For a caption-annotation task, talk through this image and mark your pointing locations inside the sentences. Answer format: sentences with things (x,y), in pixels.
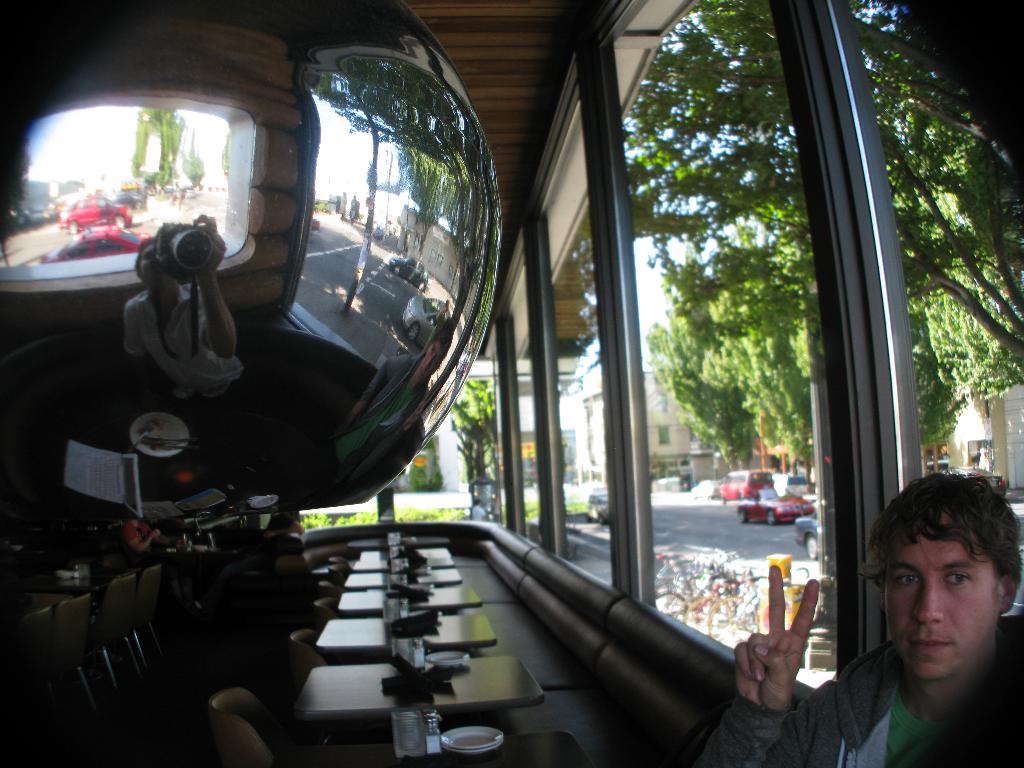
This image is clicked inside a room (347,630). There are tables (330,681), chairs (236,710) and couches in the room (127,610). On the tables (358,682) there are plates (472,732), glasses (413,726) and bottles (438,727). In the bottom right (909,680) there is a man (887,725) sitting. Behind him there are glass walls (587,487). Outside the glass walls (575,480) there is a road (724,536). There are vehicles (788,512) moving on the road (732,521). There are bicycles (703,582) parked on the walkway (718,556). Beside the road (718,519) there are buildings (670,427) and trees (992,288). In the top left (149,190) there is an object (161,304). In the reflection (319,246) of the object (89,255) we can see a person (176,314) holding a camera (181,257).
